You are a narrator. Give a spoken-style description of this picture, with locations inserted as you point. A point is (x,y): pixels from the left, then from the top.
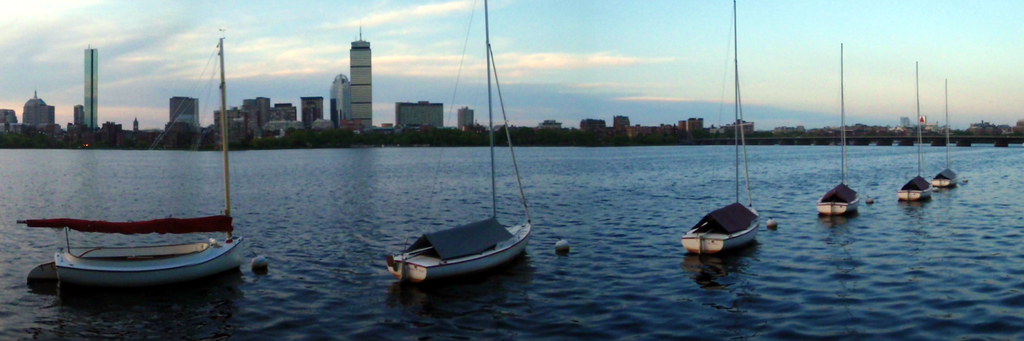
In this image we can see some boats (455,240) with poles (226,110) and ropes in a large water body (647,241). On the backside (653,58) we can see a bridge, a group of buildings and the sky (603,73) which looks cloudy.
